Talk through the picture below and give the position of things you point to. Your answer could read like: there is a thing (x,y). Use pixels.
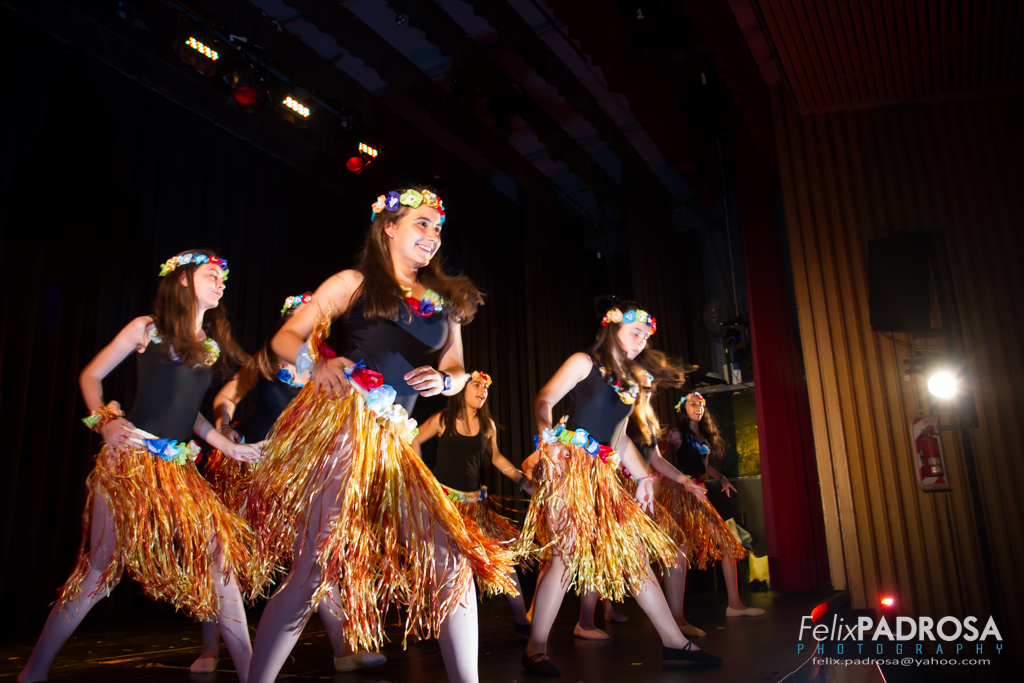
In this image I can see some girls (415,457) are dancing. At the top (199,65) I can see the lights (355,168).
